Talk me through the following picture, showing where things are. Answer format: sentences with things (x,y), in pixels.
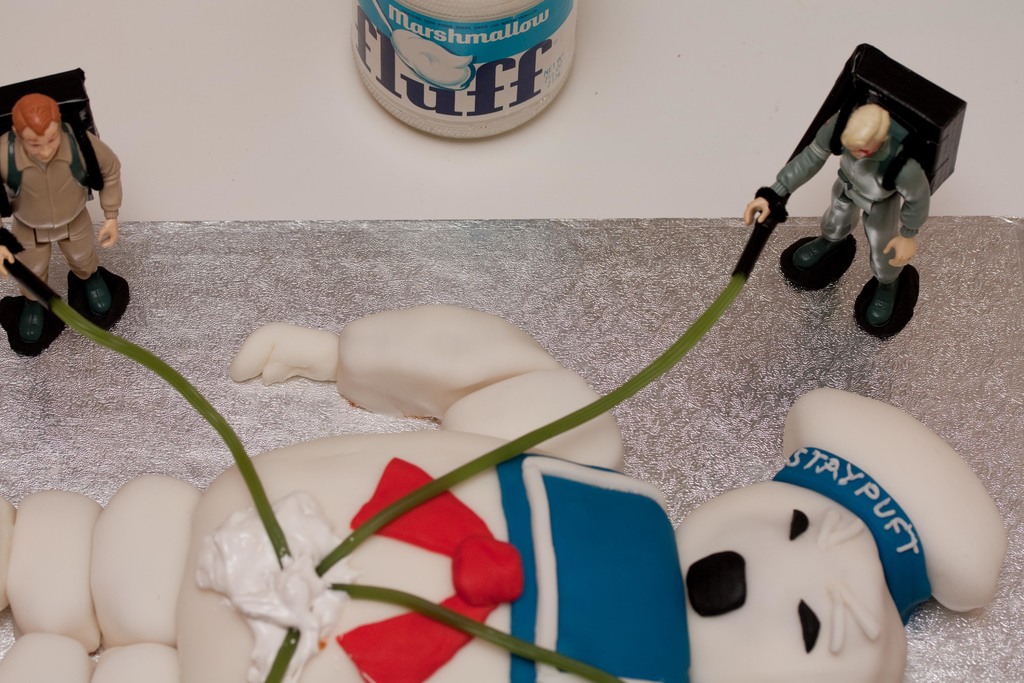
In this picture I can see there is a doll (559,411) and few other small dolls (17,255) here and there are cables (286,637) connected to the doll (529,555) and it is placed on a silver surface (769,453).
